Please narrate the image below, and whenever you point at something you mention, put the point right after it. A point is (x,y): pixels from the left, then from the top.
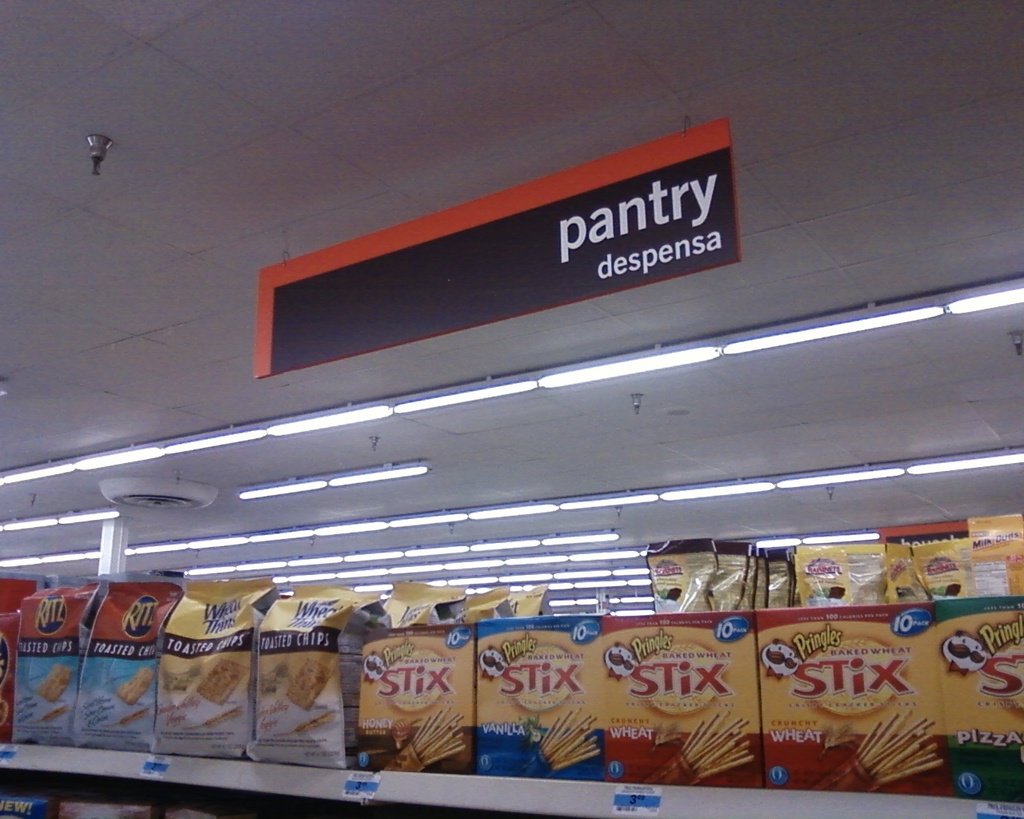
This image is taken from inside. In this image we can see there are some food items (182,664) placed in a rack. At the top of the image (187,238) there is a ceiling (289,416) with lights (616,365) and one board (353,311).
